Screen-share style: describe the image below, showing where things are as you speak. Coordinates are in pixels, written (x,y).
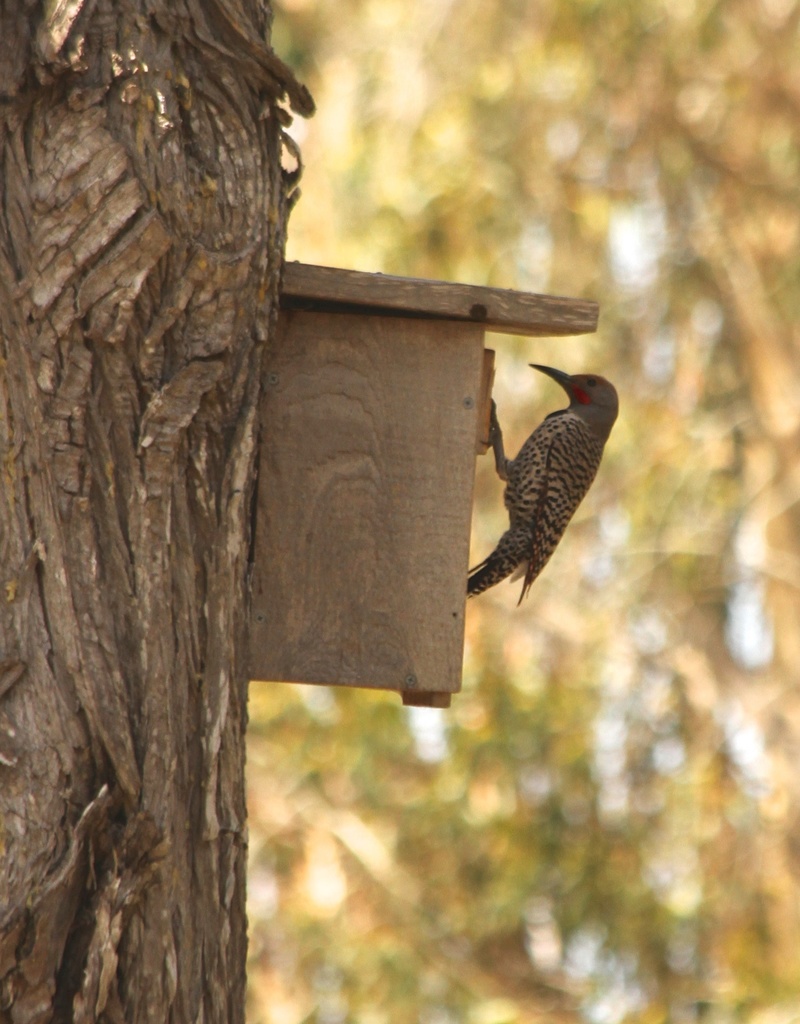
In this picture, we see the bird (513,518) is on the wooden box (458,450). On the left side (109,340), we see the stem (85,641) of the tree (90,351). In the background (494,742), there are trees (382,898). This picture is blurred in the background (458,773).
